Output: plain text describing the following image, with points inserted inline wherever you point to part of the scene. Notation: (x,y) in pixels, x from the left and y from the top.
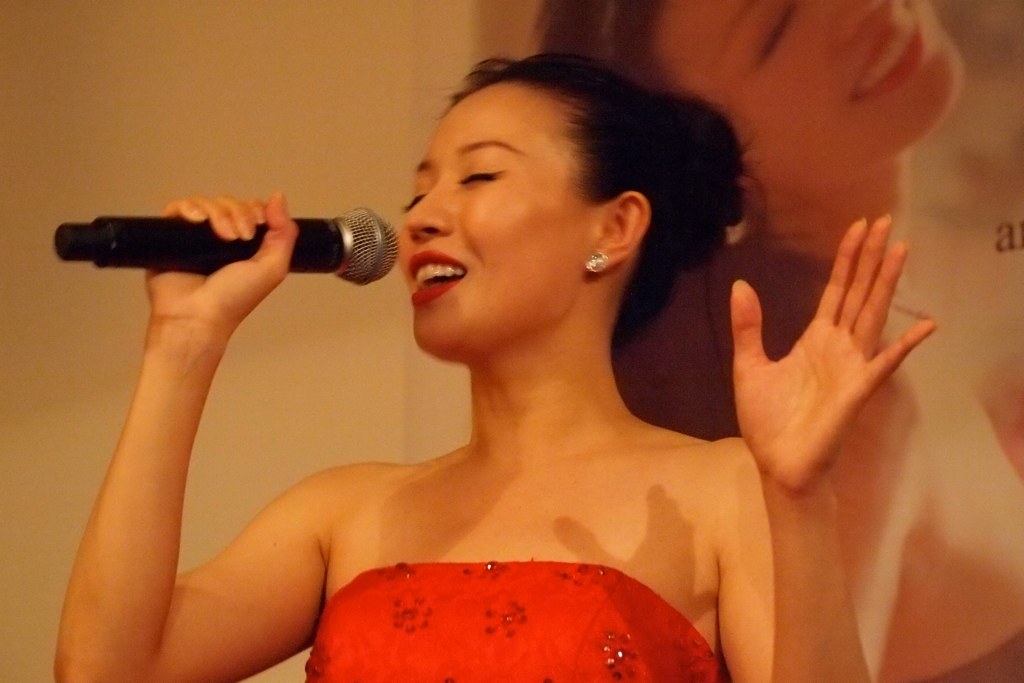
In this image i can see a woman (541,376) holding a mic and singing a song. She is wearing a red color dress (489,627).
